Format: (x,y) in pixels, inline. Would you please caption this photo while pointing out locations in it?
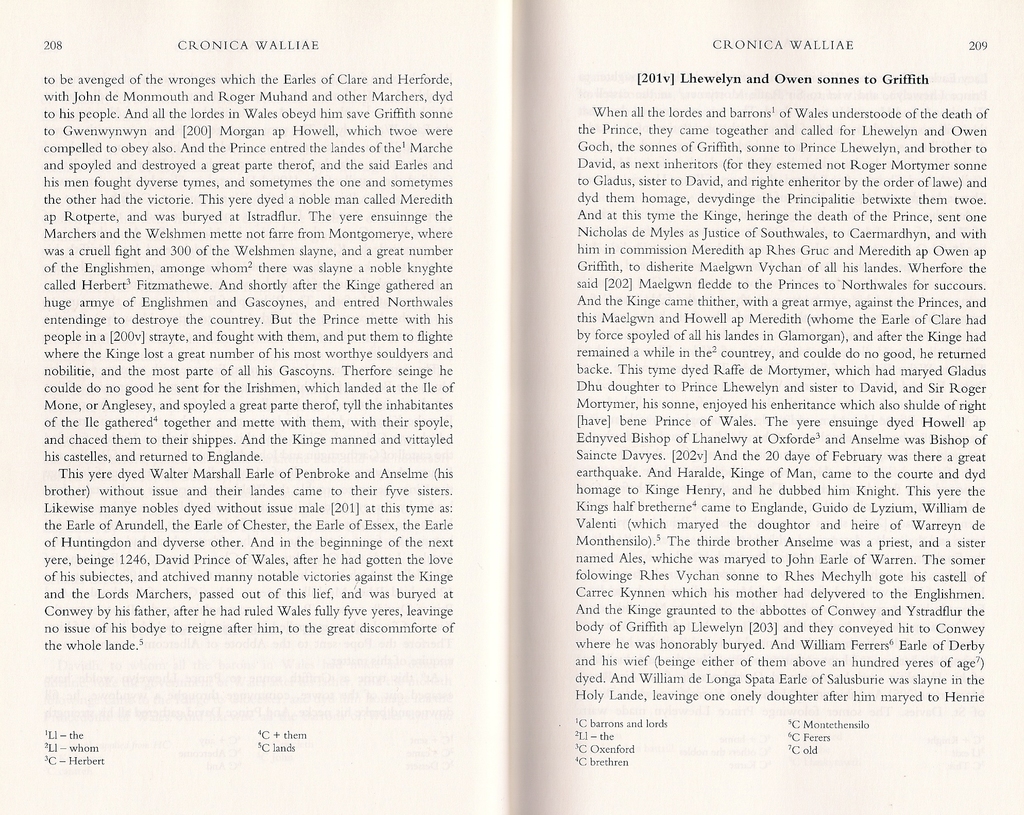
In this picture we can see two pages (492,625) where, we can see some text (612,304) and page numbers (974,49) on the pages (911,57).
